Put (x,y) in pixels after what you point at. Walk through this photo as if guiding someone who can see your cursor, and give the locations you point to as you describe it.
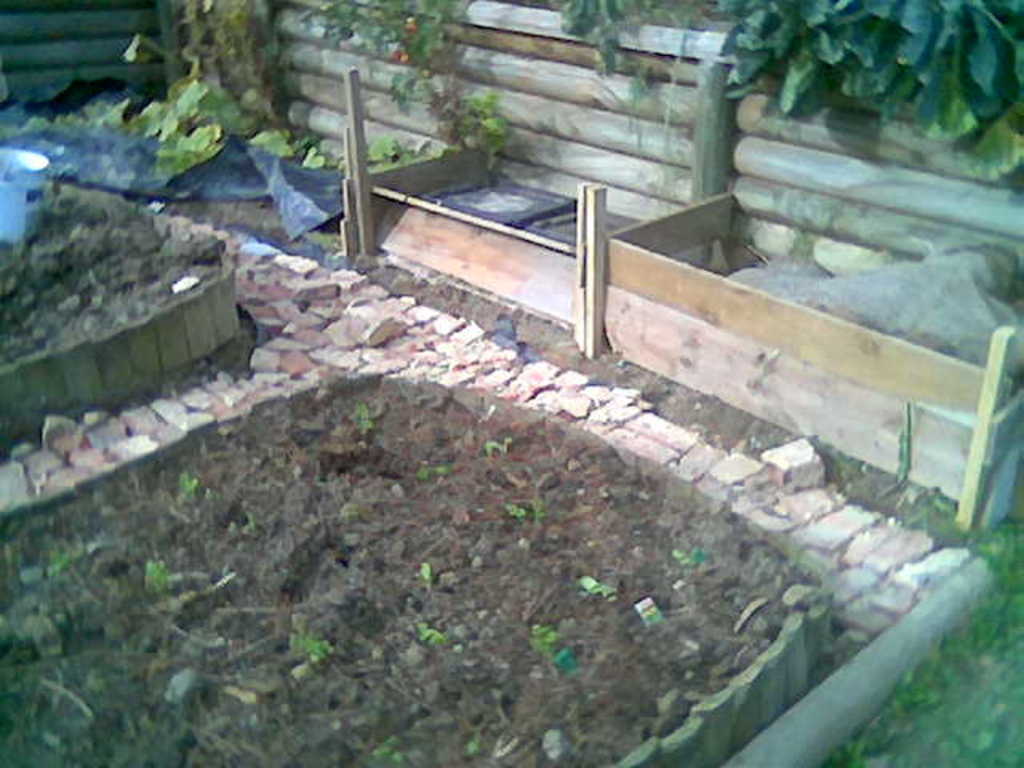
In the foreground of this image (561,610), there are few small plants (308,648) in the soil (332,584), few stones (381,340), two wooden objects (582,328), a black plastic sheet (290,184) and few plants (766,52) at the top (888,45) and we can also see the wooden railing (554,94).
